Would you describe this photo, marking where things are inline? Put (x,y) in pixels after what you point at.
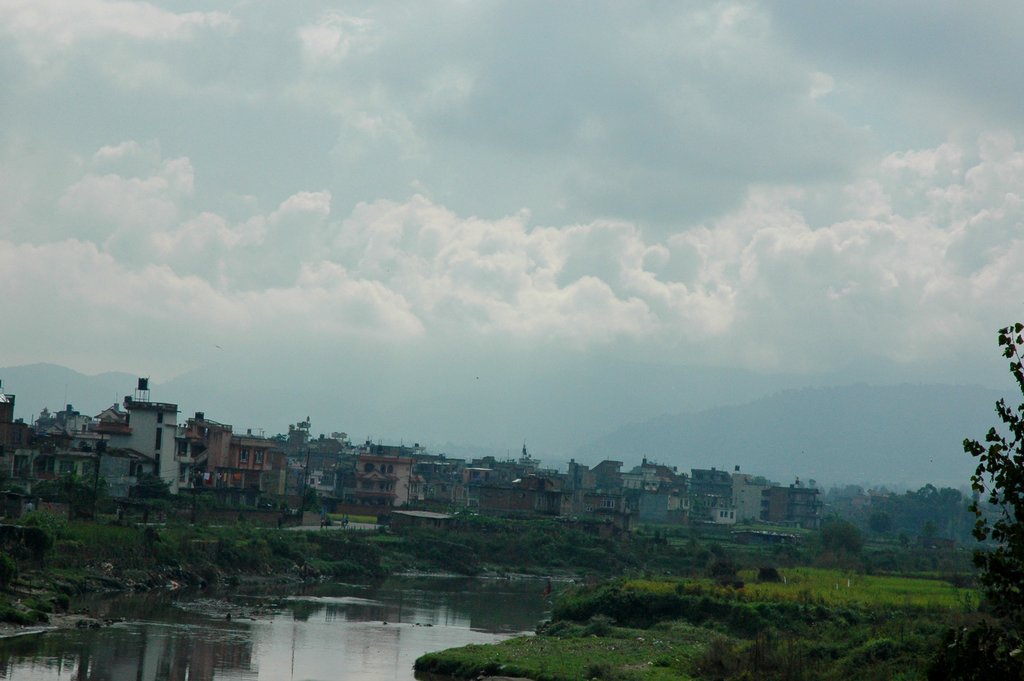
This picture is taken outside. At the bottom (259,464), there are buildings (353,490) which are in different colors. Before it, there is a river (486,612). Towards the right (782,627), there are plants (871,589) and trees (992,600). On the top (590,211), there is a sky (626,223) with clouds (458,230).
